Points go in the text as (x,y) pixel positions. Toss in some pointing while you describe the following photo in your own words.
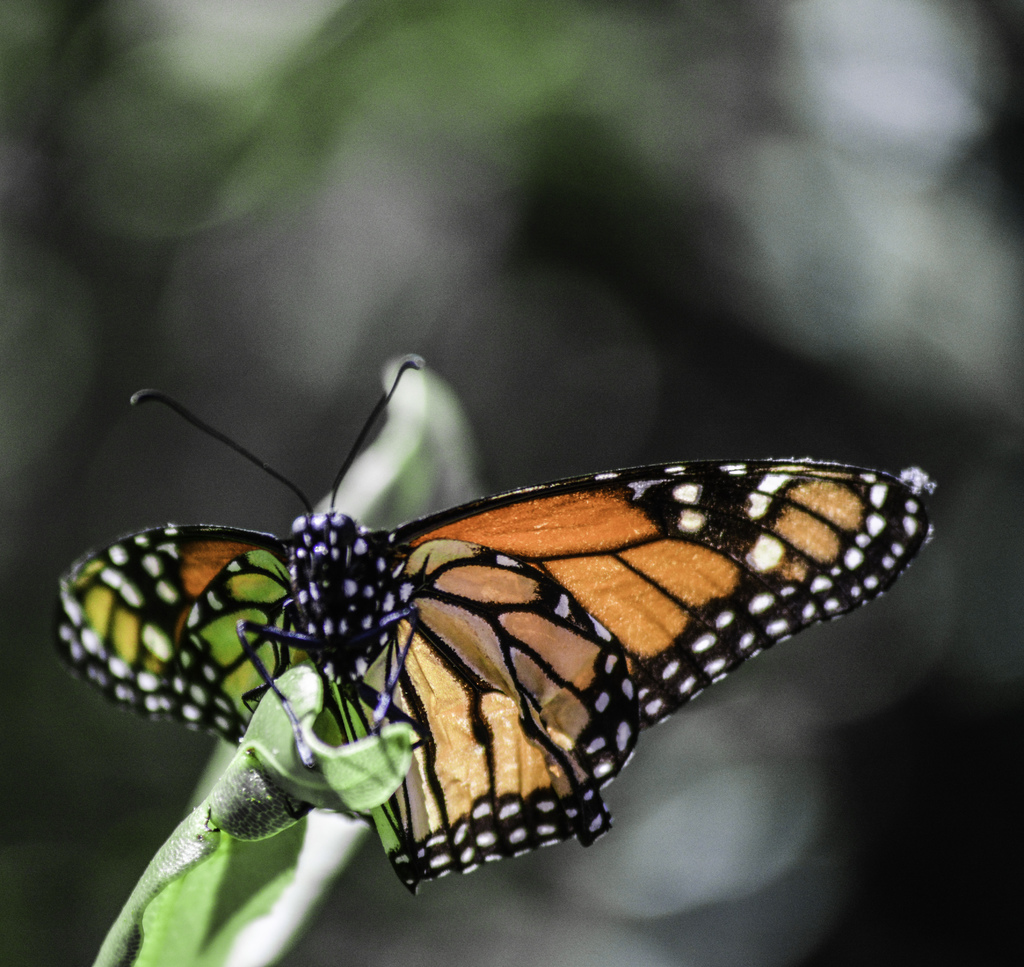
In this image I can see a butterfly (417,730) on a leaf (372,772). The background (519,11) is blurred.
